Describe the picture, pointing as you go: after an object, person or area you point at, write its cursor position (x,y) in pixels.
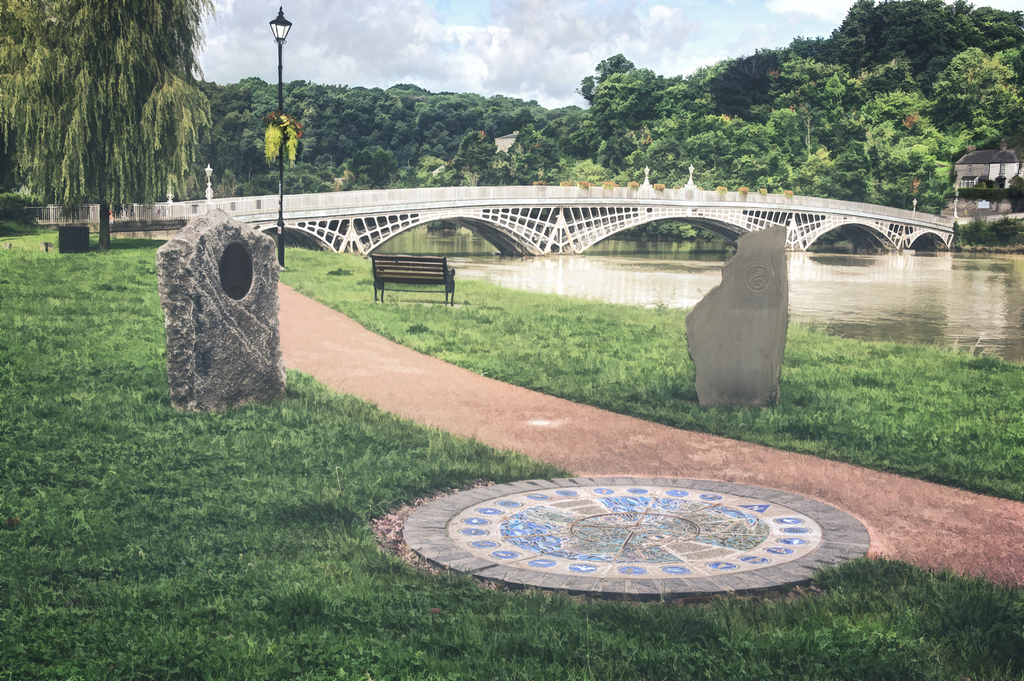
In this picture we can observe some grass (110,482) on the ground (489,315). There is a black color bench (412,273). We can observe a path (498,416) here. There is a lake (617,266) and a bridge (499,208) over the lake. We can observe a black color pole (282,225). In the background (270,110) there are trees (473,136) and a sky (475,63) with some clouds (373,51).
